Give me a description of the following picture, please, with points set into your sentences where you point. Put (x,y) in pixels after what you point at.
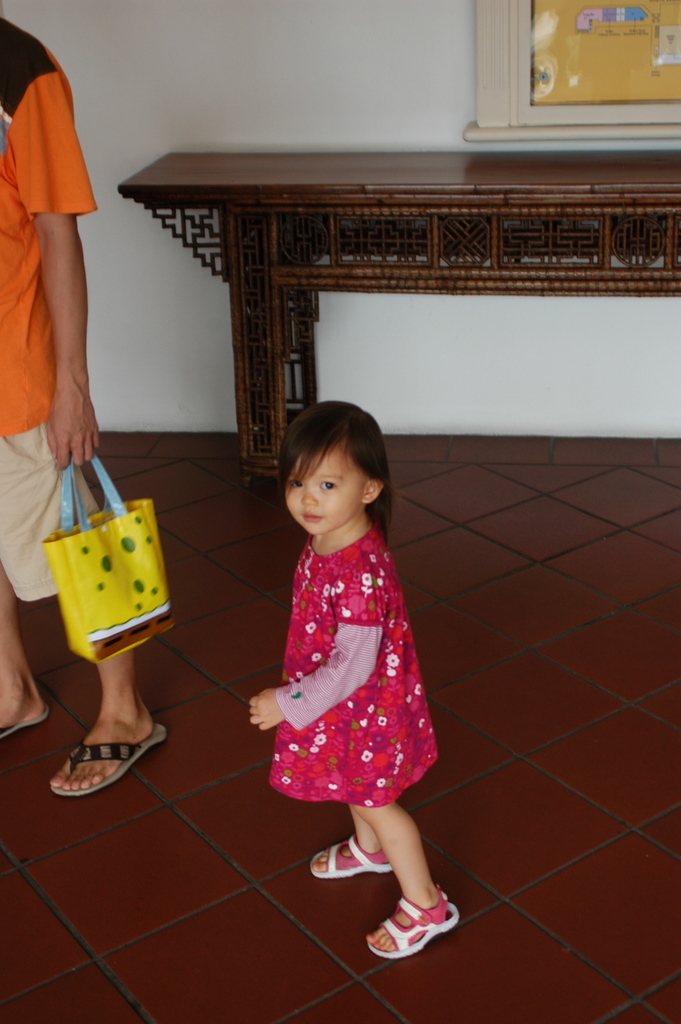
Baby (384,635) in pink dress (329,632) is standing in front of the picture. Beside her, we see a man (23,185) wearing orange t-shirt (56,100) is carrying yellow bag (77,538) in his hand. Behind him, we see a brown table (352,190) and behind that, we see white wall (369,87) and a yellow board (564,44) on it.
